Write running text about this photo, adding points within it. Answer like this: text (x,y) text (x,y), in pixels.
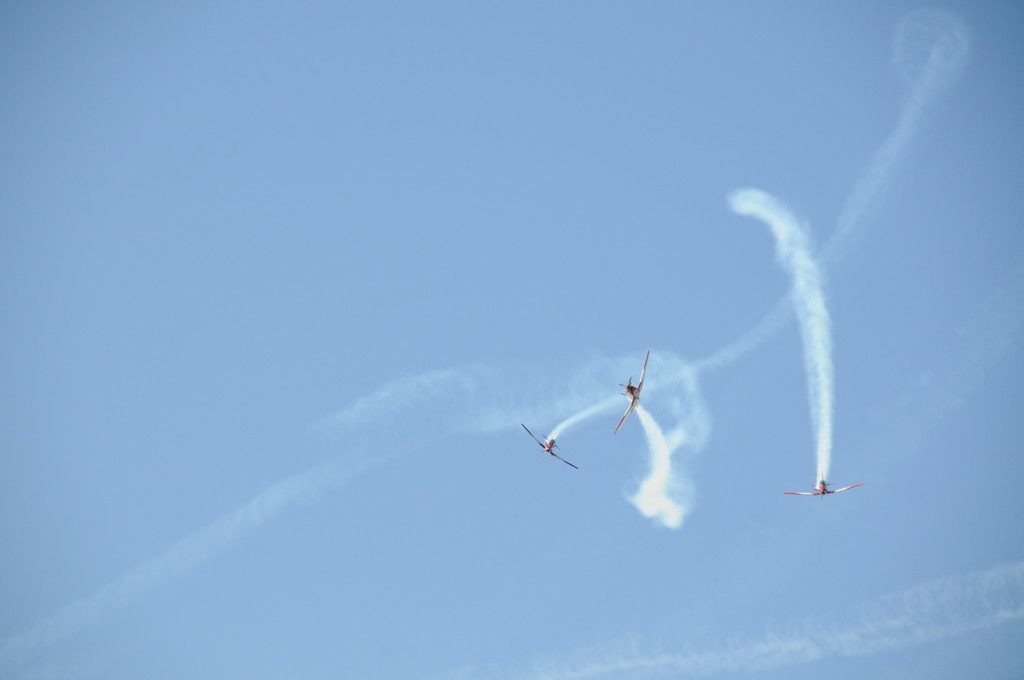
This picture is clicked outside. On the right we can see there are some objects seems to be the aircraft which are flying in the sky (602,434) and releasing the smoke (829,351). In the background (423,171) we can see the sky (370,379).
